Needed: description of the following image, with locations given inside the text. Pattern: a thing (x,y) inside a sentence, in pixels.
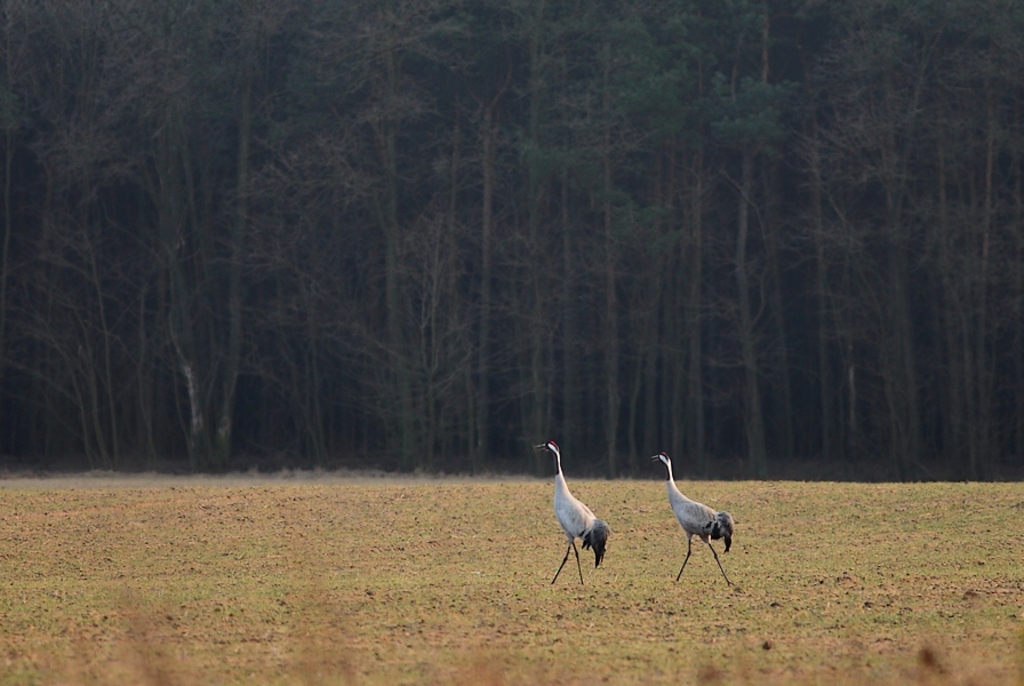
In this image we can see two birds (566,533) walking. In the background (701,282) there are trees (744,287).
